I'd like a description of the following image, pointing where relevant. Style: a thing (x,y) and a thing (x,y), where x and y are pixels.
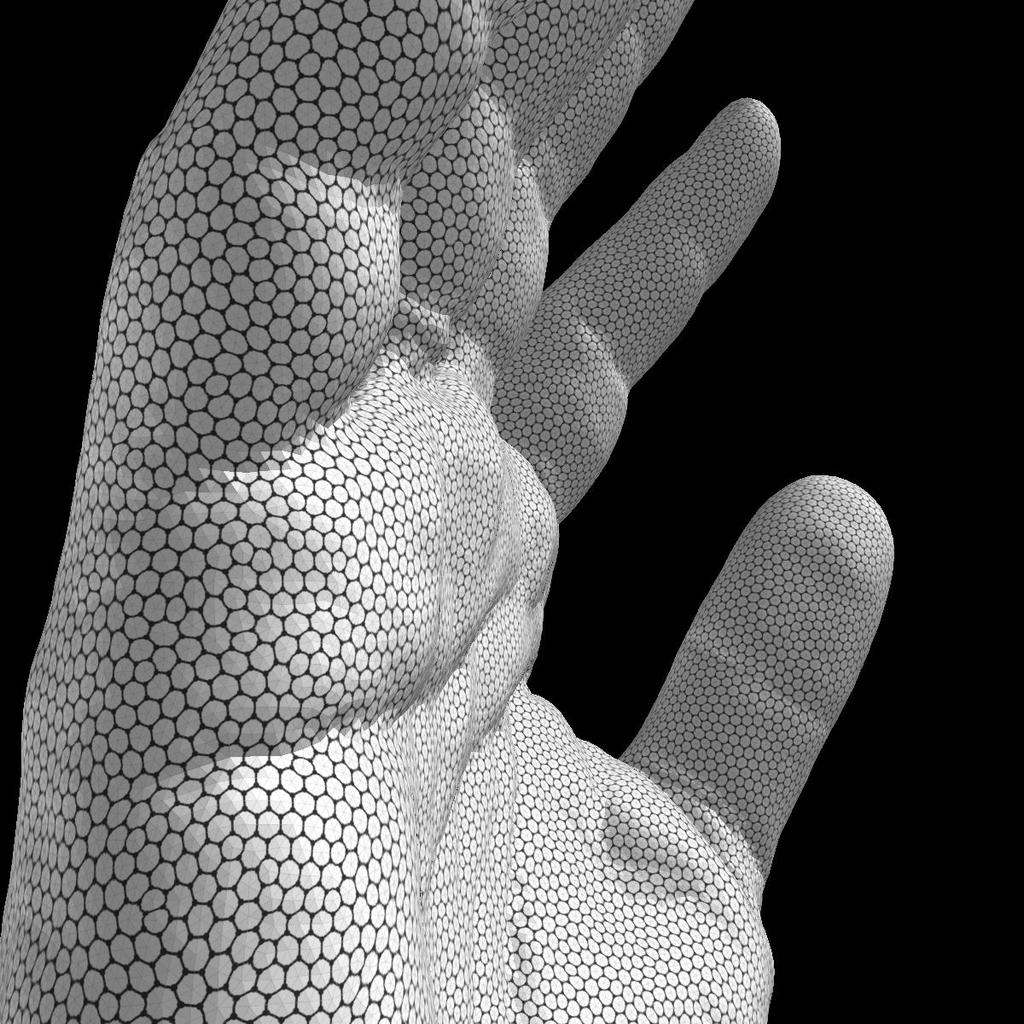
In the foreground of this picture (345,501), there is a model of a hand (383,615) and the background (987,101) is dark.
